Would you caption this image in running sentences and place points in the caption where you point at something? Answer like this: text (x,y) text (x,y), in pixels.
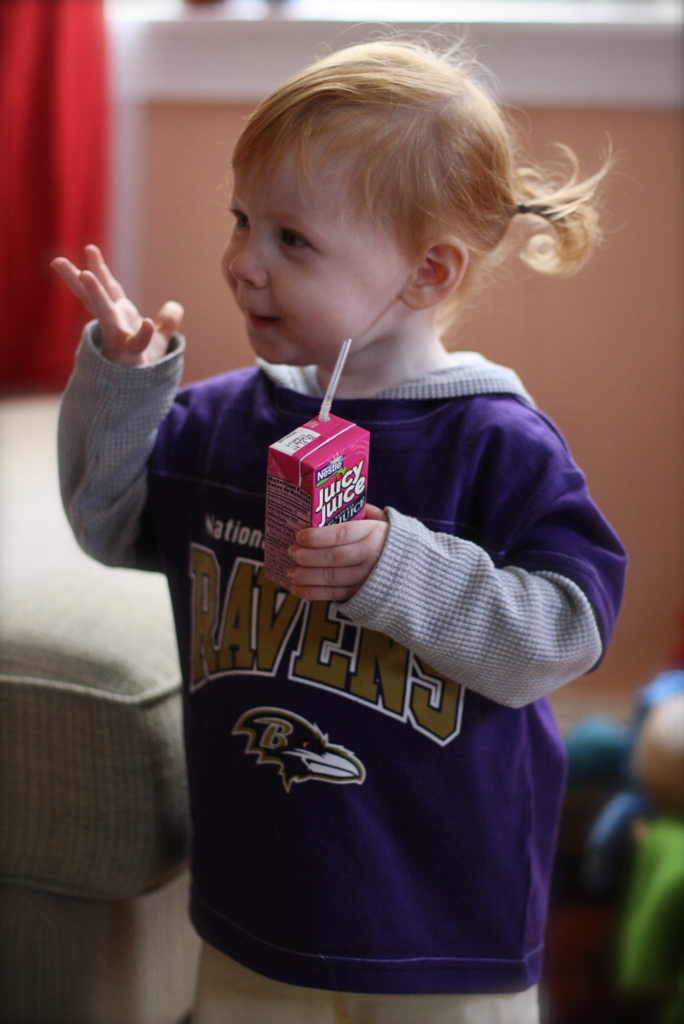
In this image there is a girl (320,249) standing towards the bottom of the image (317,771), she is holding an object (335,502), there is an object (632,720) towards the right of the image (646,757) that looks like a toy (633,810), there is an object (91,679) towards the left of the image (29,704), there is a curtain (69,176) towards the left of the image (77,194), at the background of the image (629,692) there is a wall (601,471).
